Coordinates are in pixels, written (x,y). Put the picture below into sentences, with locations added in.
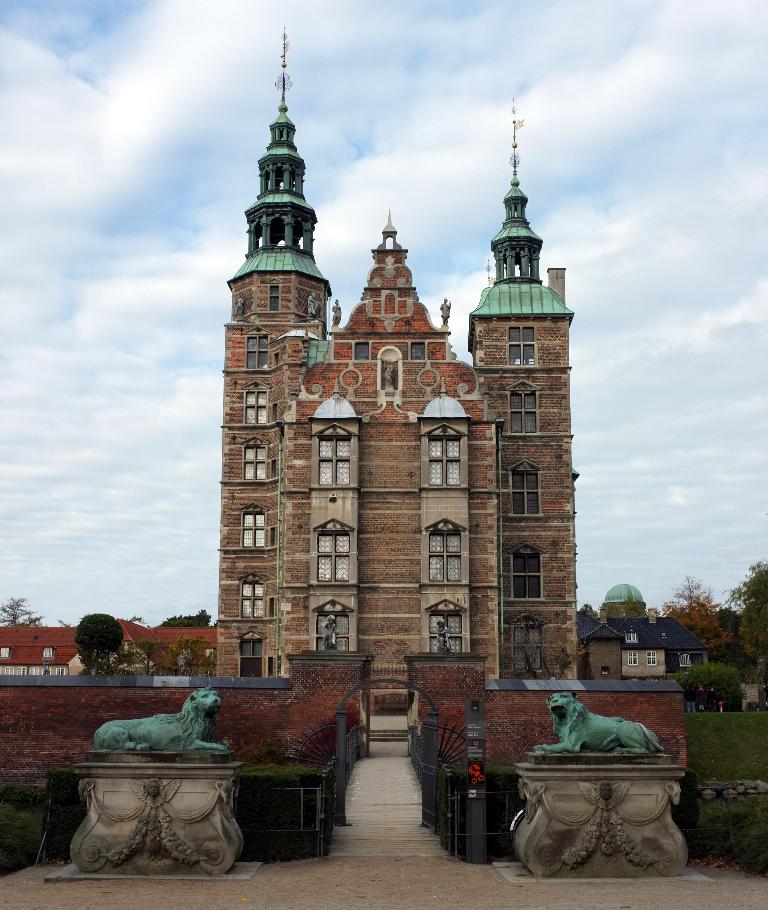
In this picture, there is a castle (380,667) in the center (435,404). Before it, there are walls (464,746) with gates (464,746). Towards the bottom left (146,760) and right, there are statues (584,746). In the background (146,579), there are houses (672,635), trees (691,612) and sky (330,144) with clouds (176,120).
